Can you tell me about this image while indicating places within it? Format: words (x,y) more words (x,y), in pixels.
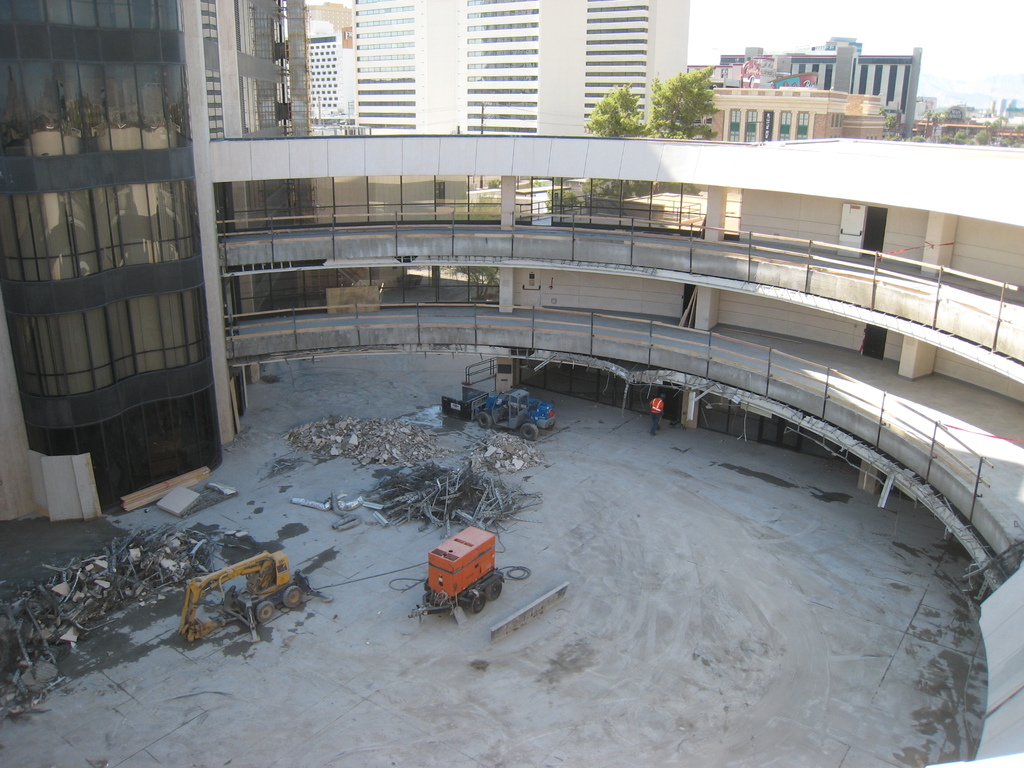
In this image I can see a crane (232,606) on the ground (292,621) and at the back (633,82), I can see the buildings (617,47) and there is a person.
